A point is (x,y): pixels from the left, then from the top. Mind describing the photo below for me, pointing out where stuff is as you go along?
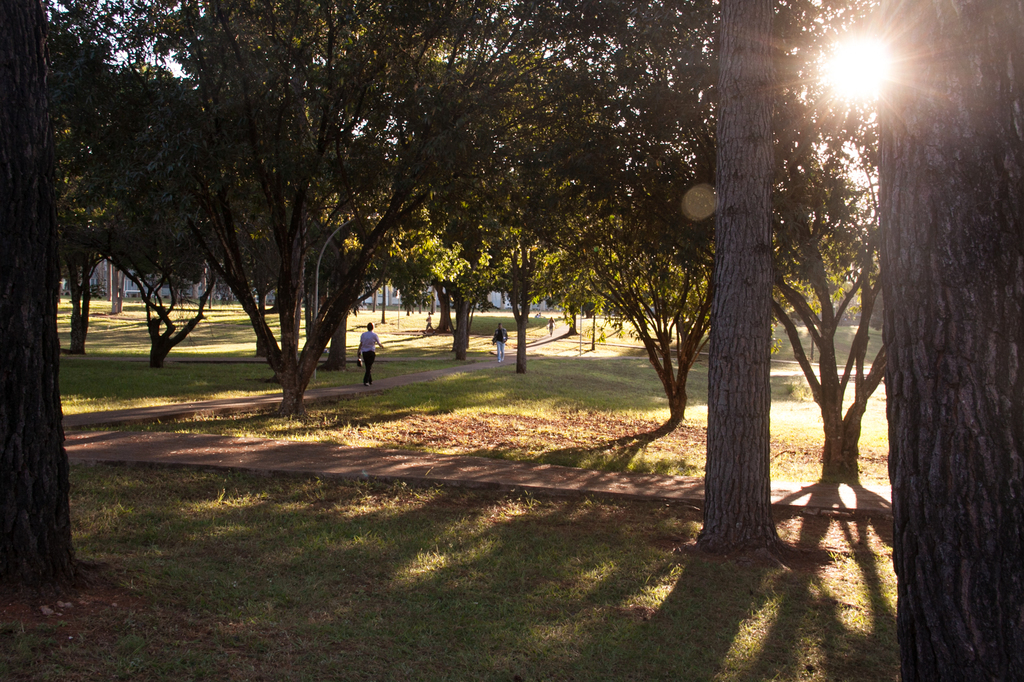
In this image, I can see two persons (503,343) walking on the pathway (202,404). There are trees (339,176) and the grass (462,566).
